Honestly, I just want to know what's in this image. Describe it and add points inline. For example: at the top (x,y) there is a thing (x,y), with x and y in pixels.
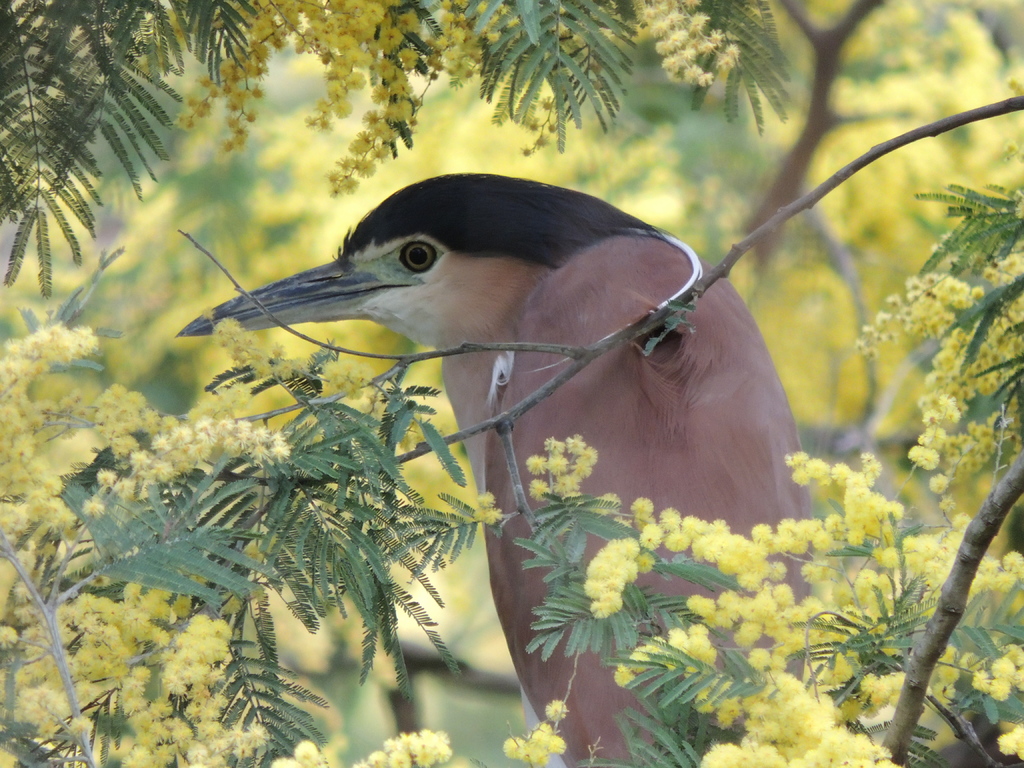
In this image there is a bird (679,590). Before it there are few branches (566,377) having flowers (798,744) and leaves (340,563). Background (854,365) there are few branches (812,151) having flowers (943,395) and leaves (742,207).
